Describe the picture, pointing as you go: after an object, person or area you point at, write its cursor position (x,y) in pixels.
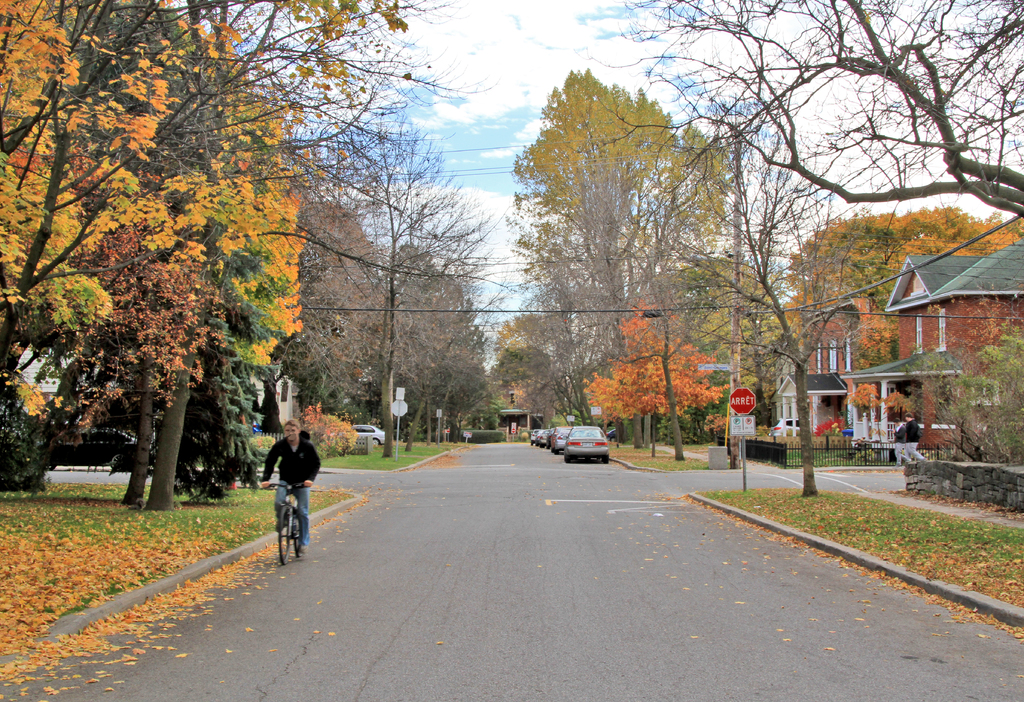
In this image in the center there is a person (302,503) riding a bicycle (287,504). In the background (724,383) there are trees (377,379), there are vehicles (569,437), there's grass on the ground (651,448), there are persons (908,430) walking, there are buildings (855,362), there is a board (749,435) with some text (733,400) written on it, there is a fence (834,445) and in the front (55,582) there are dry leaves (161,597) on the ground (439,597) and the sky (449,120) is cloudy.
